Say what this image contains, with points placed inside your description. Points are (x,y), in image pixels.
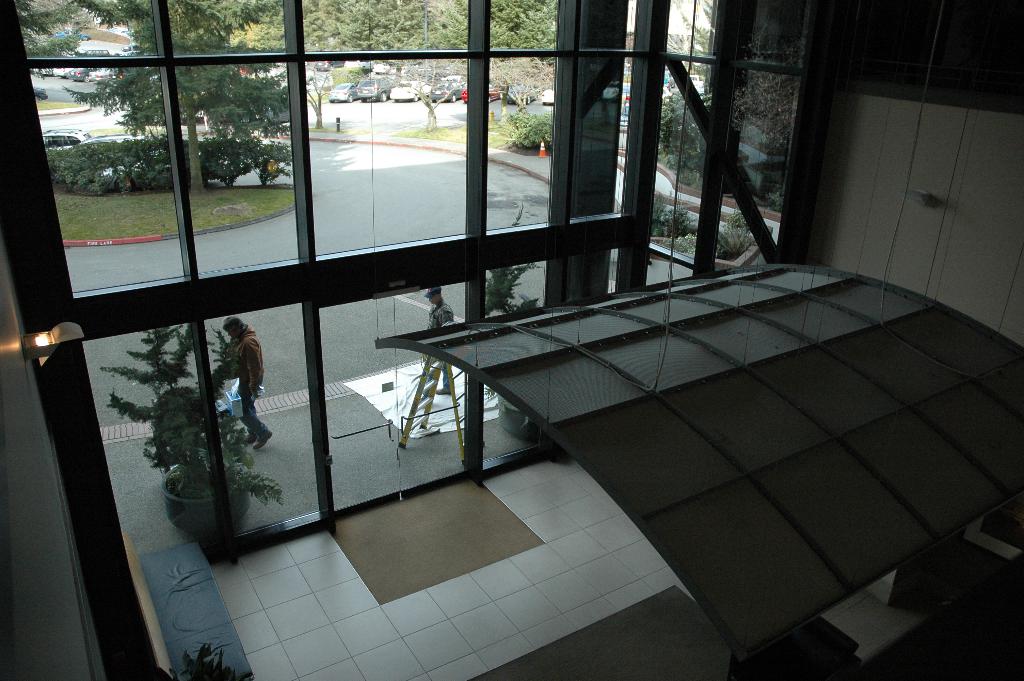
In this picture we can observe a building (893,350). There are glass doors (460,312). There are two persons (238,332) in front of these glass doors (292,367). There are some plants (219,165) and some grass (204,208) on the ground (168,198). There is a road (296,248). We can observe vehicles (397,99) parked on the road (366,104) here. In the background (325,28) there are trees (266,34).
